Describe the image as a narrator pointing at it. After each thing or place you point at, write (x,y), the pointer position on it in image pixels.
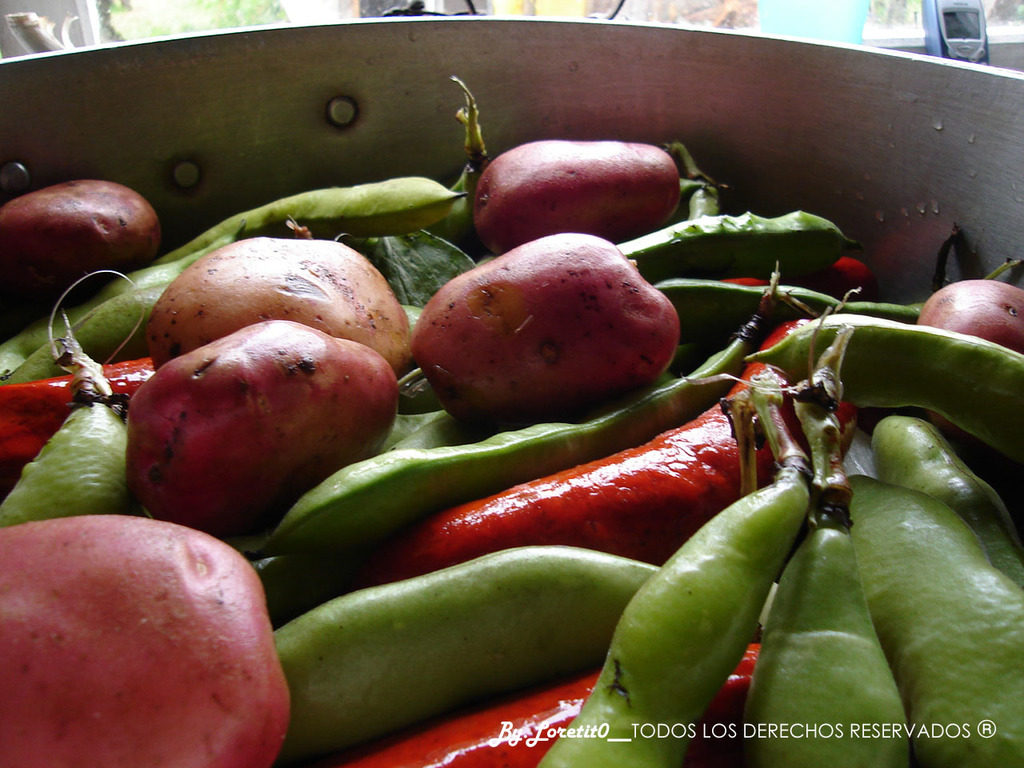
In this image I see a bowl (741,181) in which there are potatoes (20,258), beans (781,675) and red chillies (378,749) and I see a mobile phone (936,31) over here.
